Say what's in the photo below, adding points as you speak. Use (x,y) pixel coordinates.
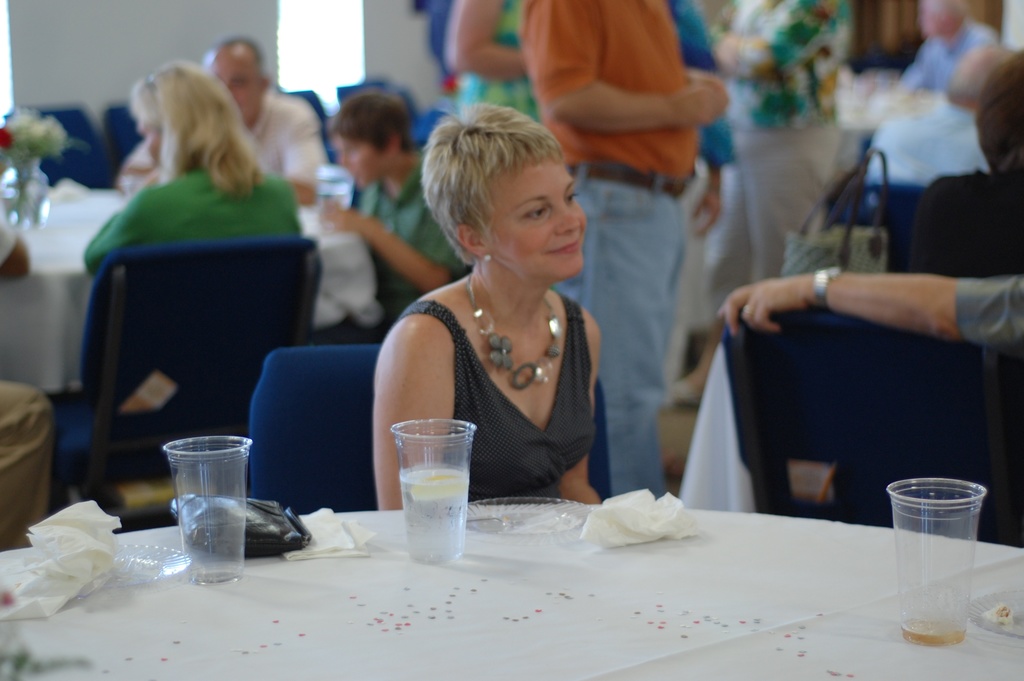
In this image there is a woman (517,358) sitting in the chair (302,348), and in table (755,580) there is tissue (603,517), glass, wallet (282,550), plate (577,507) and back ground there are group of people (826,43) standing, and another group of people (197,182) sitting in chair (64,125), and there is a flower vase (43,188) in the table (83,206).
